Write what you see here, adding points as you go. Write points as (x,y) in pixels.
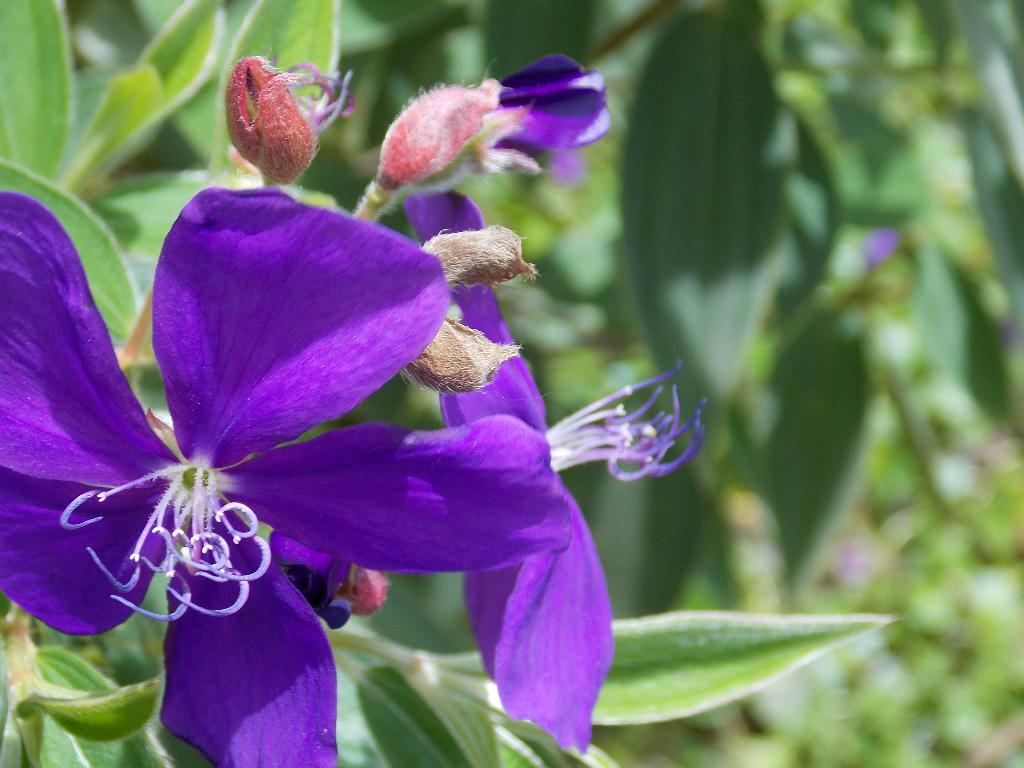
In this image we can see the violet color flowers (292,340) of the plant (223,239). The background (913,705) is blurred with the leaves (895,616).
